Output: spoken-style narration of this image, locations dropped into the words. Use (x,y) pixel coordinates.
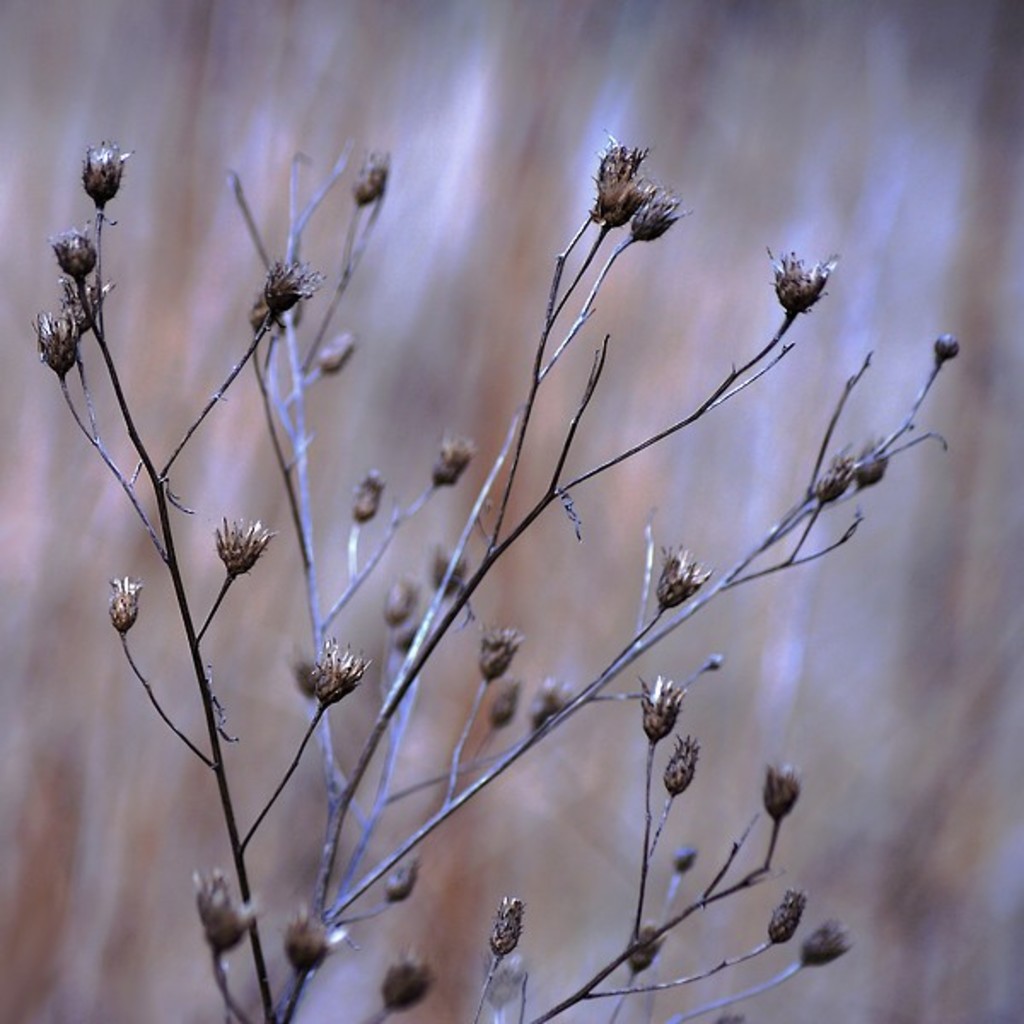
In the image there is a dried plant (375,737) in the front (407,709), the background (527,153) is blurry.
